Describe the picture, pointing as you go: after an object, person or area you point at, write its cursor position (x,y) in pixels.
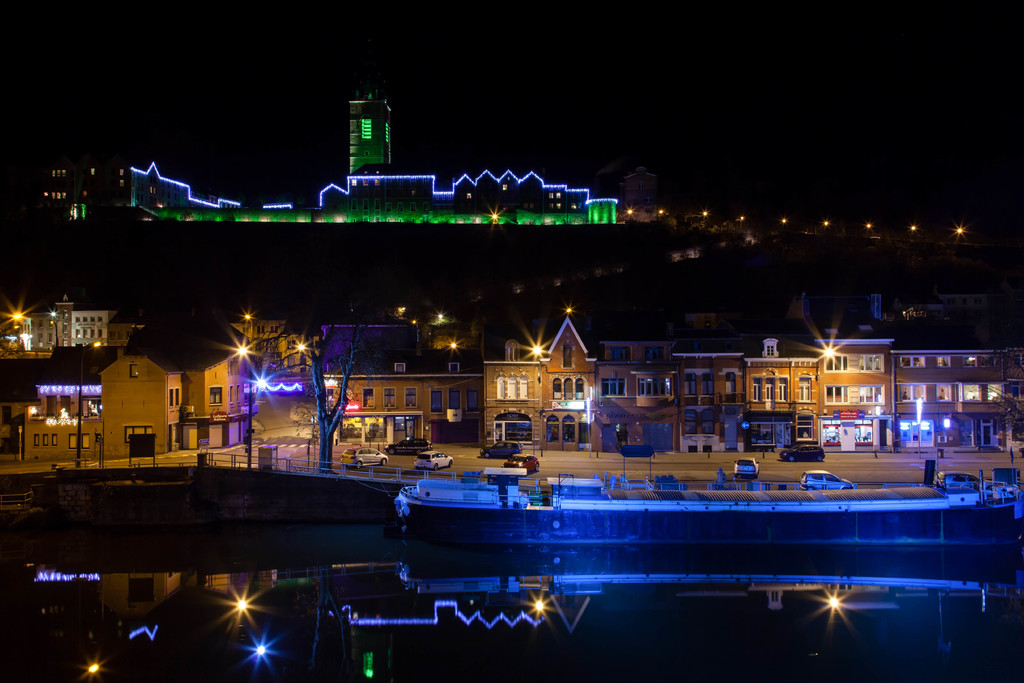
In this picture there is water (790,675) at the bottom side of the image (617,614) and there is a ship (985,489) on the water (950,645) and there are buildings (785,346), trees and cars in the center of the image (567,323), it seems to be the picture is captured during night time.
